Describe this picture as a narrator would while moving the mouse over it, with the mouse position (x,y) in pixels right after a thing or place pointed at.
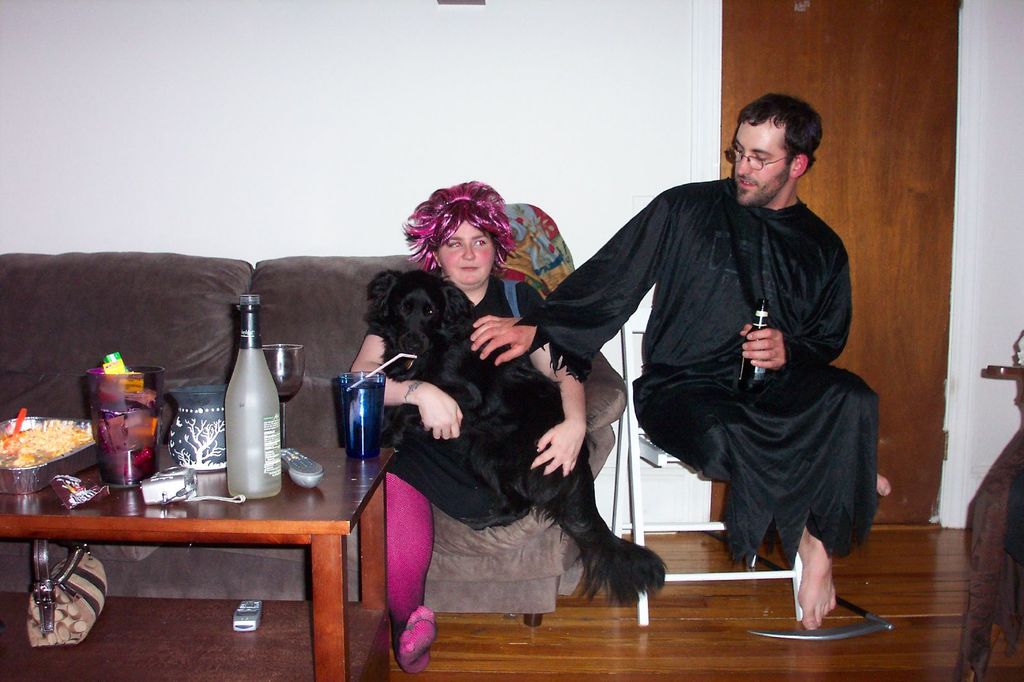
Bottom right side of the image (767,528) a man (709,330) is sitting on a chair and holding a bottle (762,311). In the middle of the image (504,309) a woman (436,239) sitting on a couch (450,531) and holding a dog (430,310). Behind her there is a wall (681,71) and door (896,79). Bottom left side of the image (154,524) there is a table (62,516) on the table (129,488) there are some bottles (238,411), glasses (374,434) and food items (46,422).
